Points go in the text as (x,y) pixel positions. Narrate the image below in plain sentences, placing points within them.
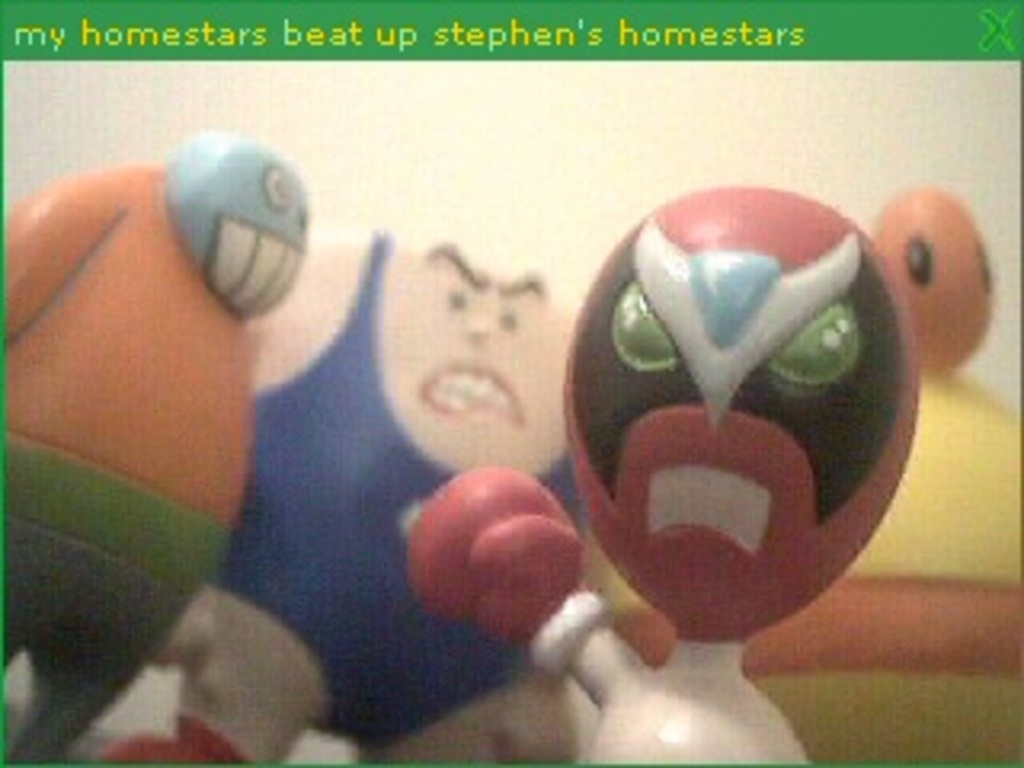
At the top of this image (138,19), there is a watermark (429,30). In this image, we can see there are animated objects (51,259). These are in different colors. And the background of this image (969,162) is white in color.
